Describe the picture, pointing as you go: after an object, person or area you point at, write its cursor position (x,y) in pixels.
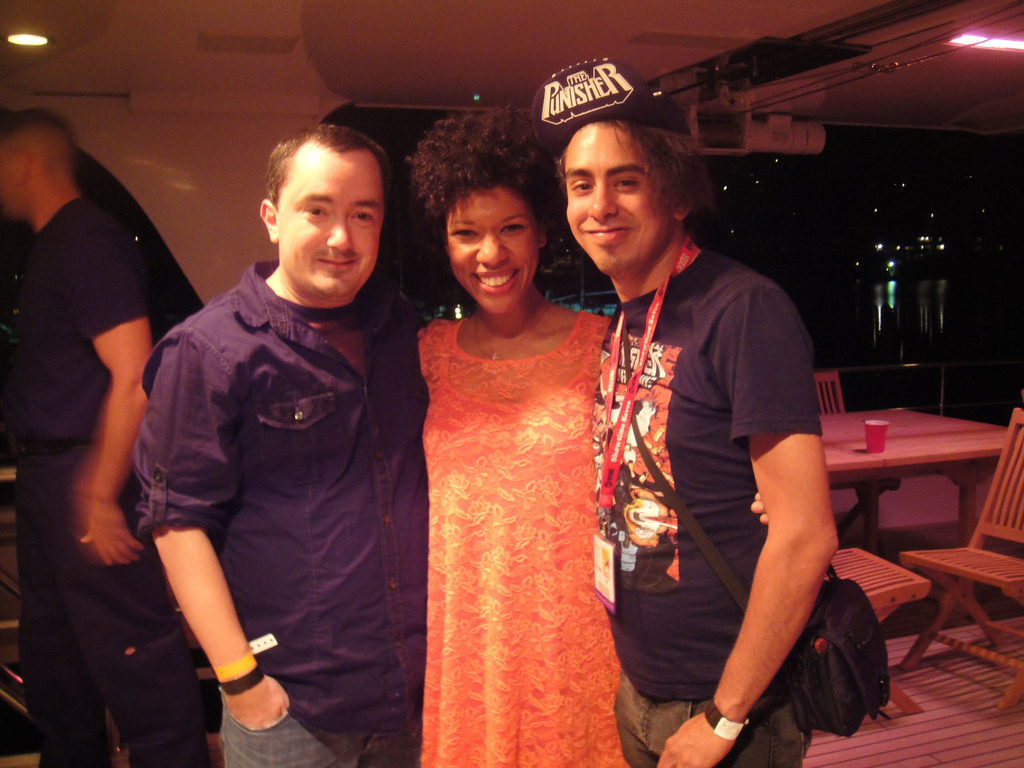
This picture is clicked inside. In the foreground (526,253) we can see the three persons (565,368) smiling and standing on the ground (895,613). In the background (911,457) we can see the table (934,460), chairs (844,569), a person (107,398), ceiling lights (959,42) and many other objects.
